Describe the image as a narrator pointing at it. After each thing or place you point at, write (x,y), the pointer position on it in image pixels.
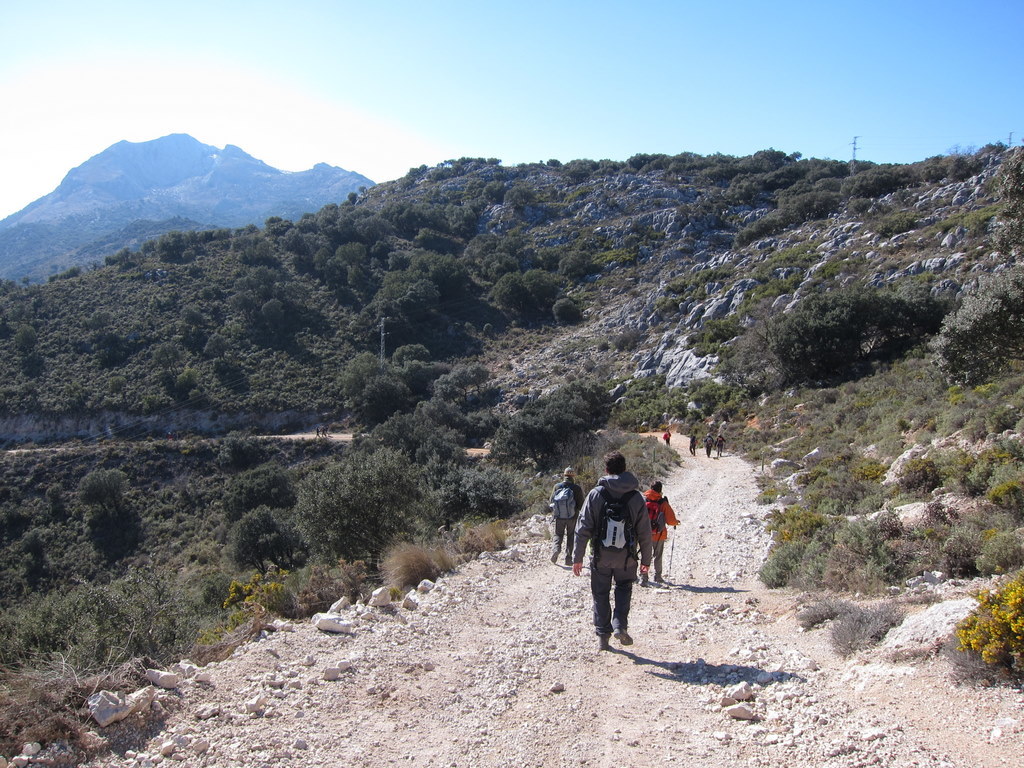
there are few people (614,462) trekking in between the mountains (551,341).
